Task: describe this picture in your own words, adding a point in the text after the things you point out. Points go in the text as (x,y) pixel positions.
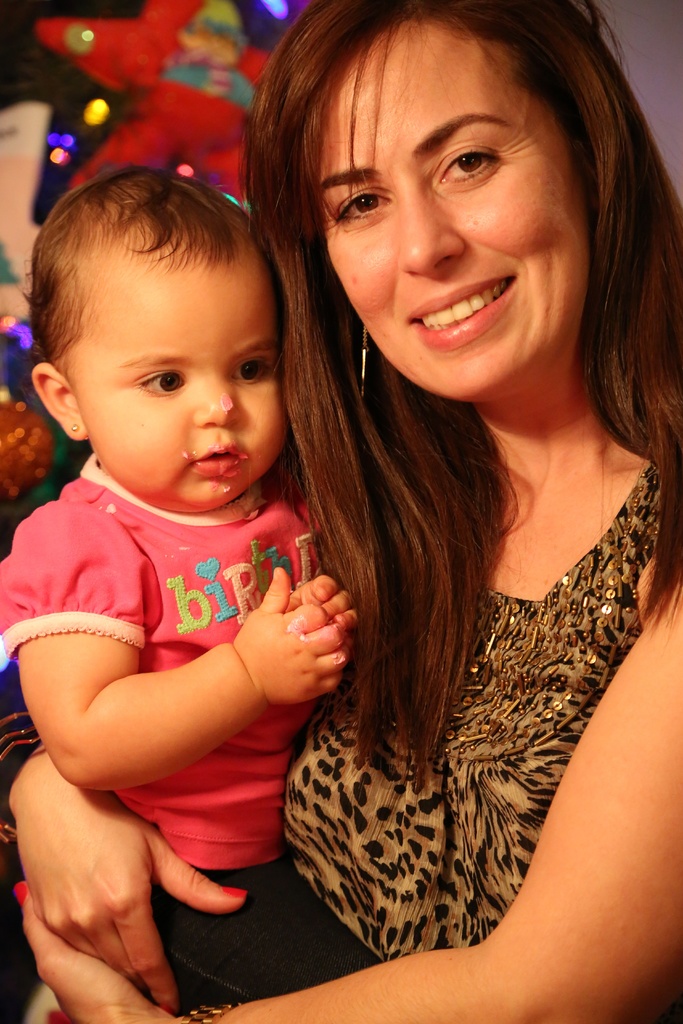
In this image, there is a person (540,285) wearing clothes (556,624) and holding a baby (55,621) with her hands (98,802).
